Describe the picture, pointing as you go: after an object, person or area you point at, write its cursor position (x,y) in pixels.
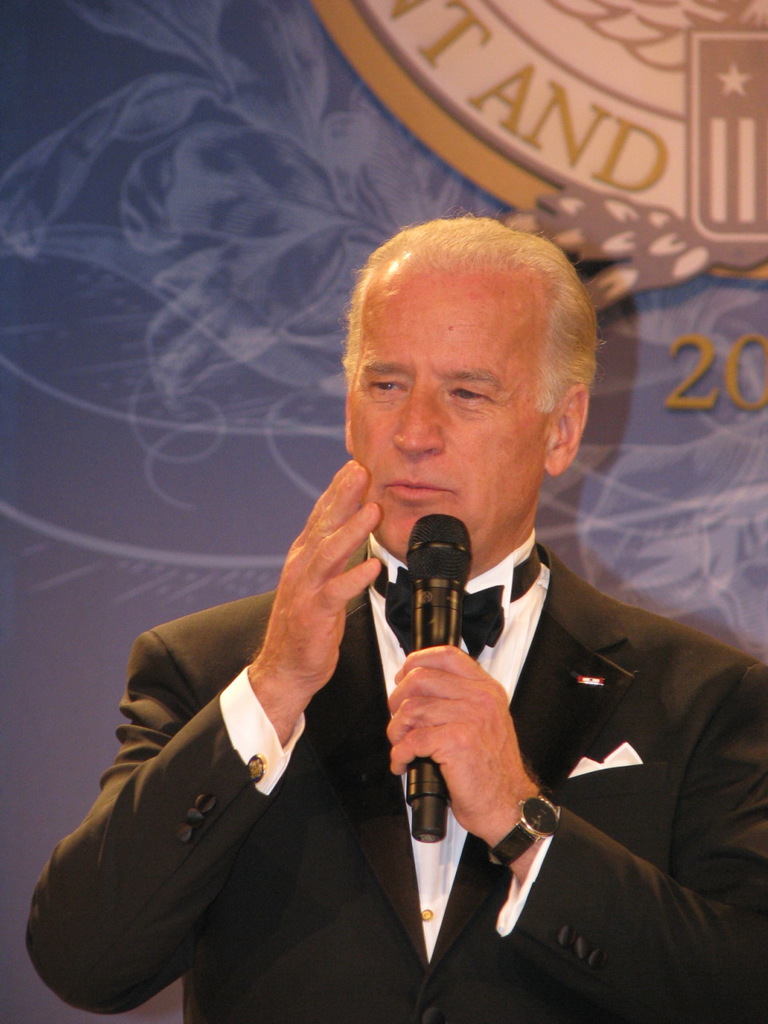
In this picture we can see man (360,805) wore blazer (324,795), watch (502,841), ribbon (471,621) to the shirt (385,629) and holding mic (435,634) in his hand (442,670) and talking and in background (336,447) we can see wall (575,174) with logo (662,199).
